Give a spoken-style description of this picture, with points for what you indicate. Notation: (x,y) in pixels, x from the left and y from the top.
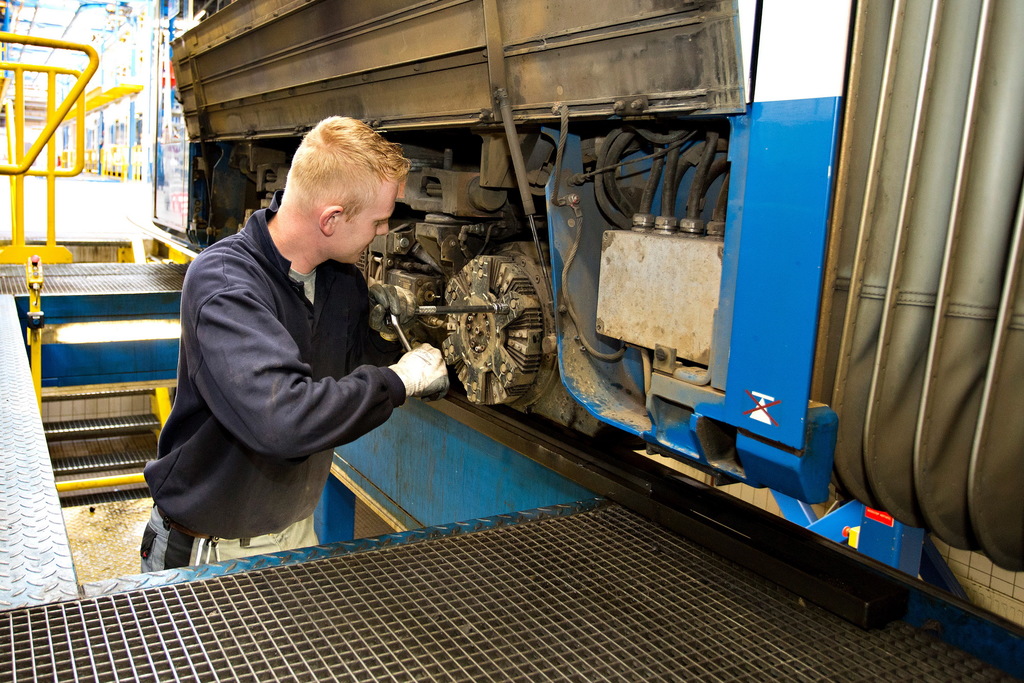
In this image I can see a man (318,323) is standing and I can see he is holding a tool (407,347). I can see he is wearing a jacket (334,355), gloves (439,360) and a jeans (148,564). On the right side of the image (717,174) I can see an engine (519,187), few wires (638,216) and few other things (728,331). In the background (13,181) I can see number of yellow colour iron poles (70,47).
